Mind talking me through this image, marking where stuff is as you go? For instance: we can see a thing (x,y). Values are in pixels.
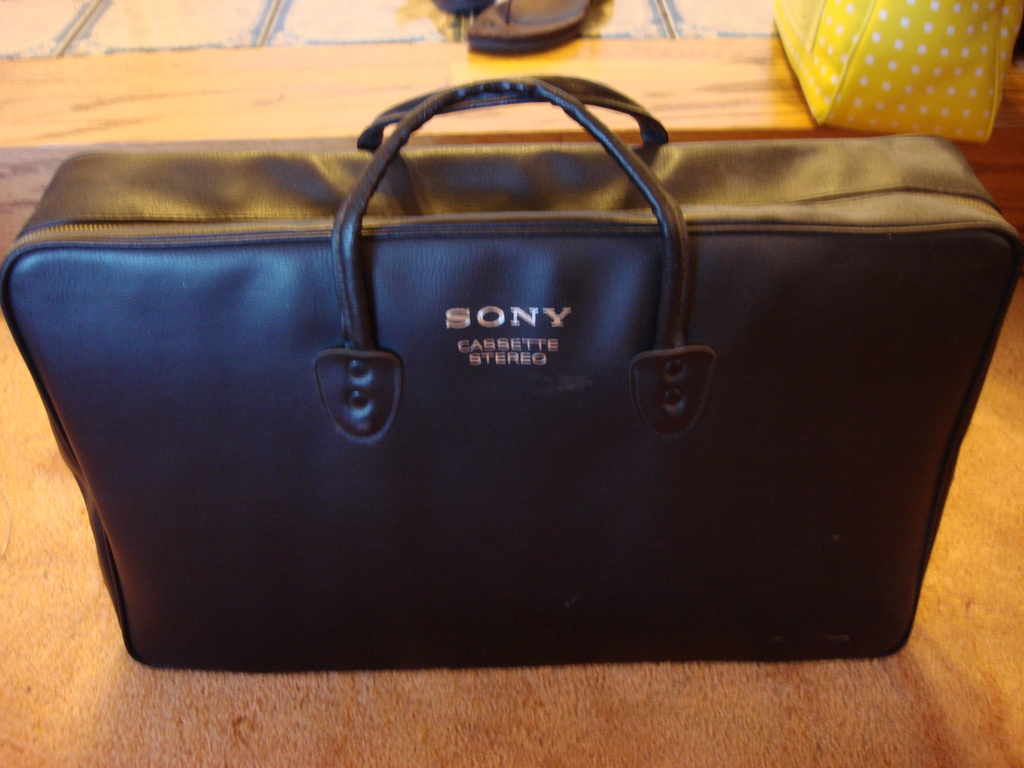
in the picture we can see a bag (410,270), on the bag (552,288) we can see a word (450,325) sony cassette stereo, beside the bag (560,179) on the floor (525,127) there was chappal (478,23).
